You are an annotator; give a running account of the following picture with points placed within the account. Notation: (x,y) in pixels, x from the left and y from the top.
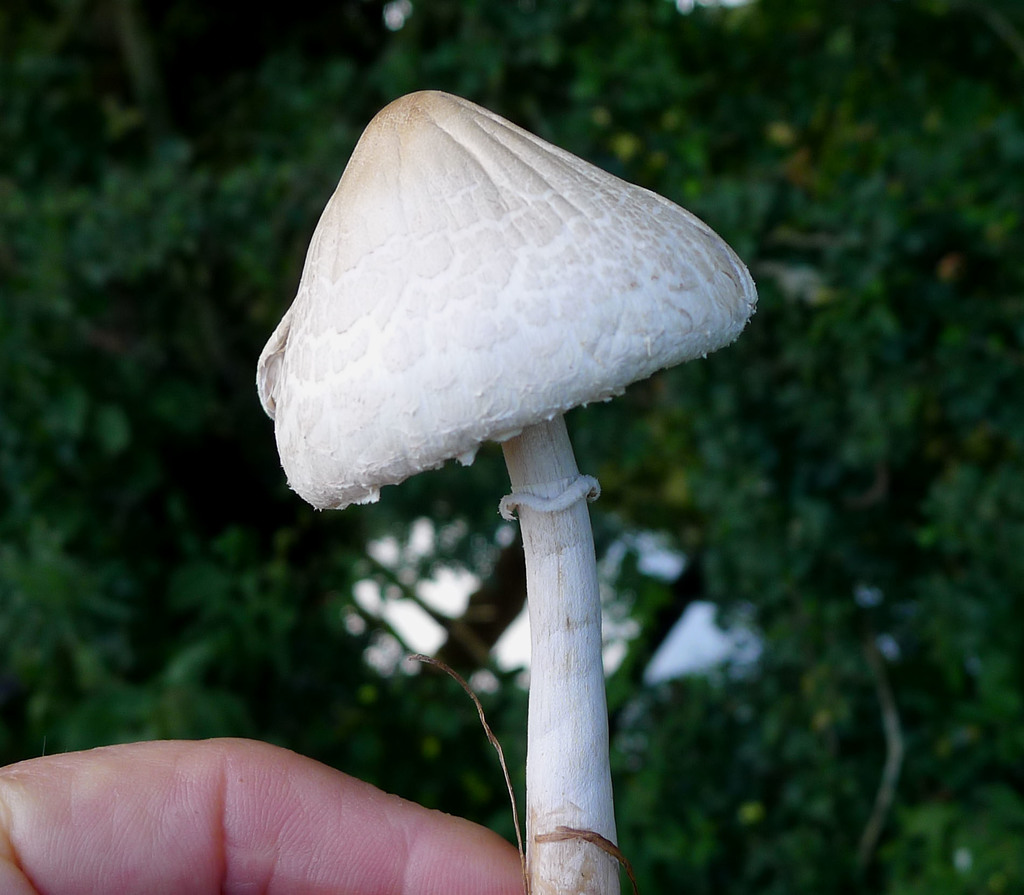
In this image we can see a person's hand (358,828) holding a mushroom (587,845). In the background (443,472) there are trees (873,502).
